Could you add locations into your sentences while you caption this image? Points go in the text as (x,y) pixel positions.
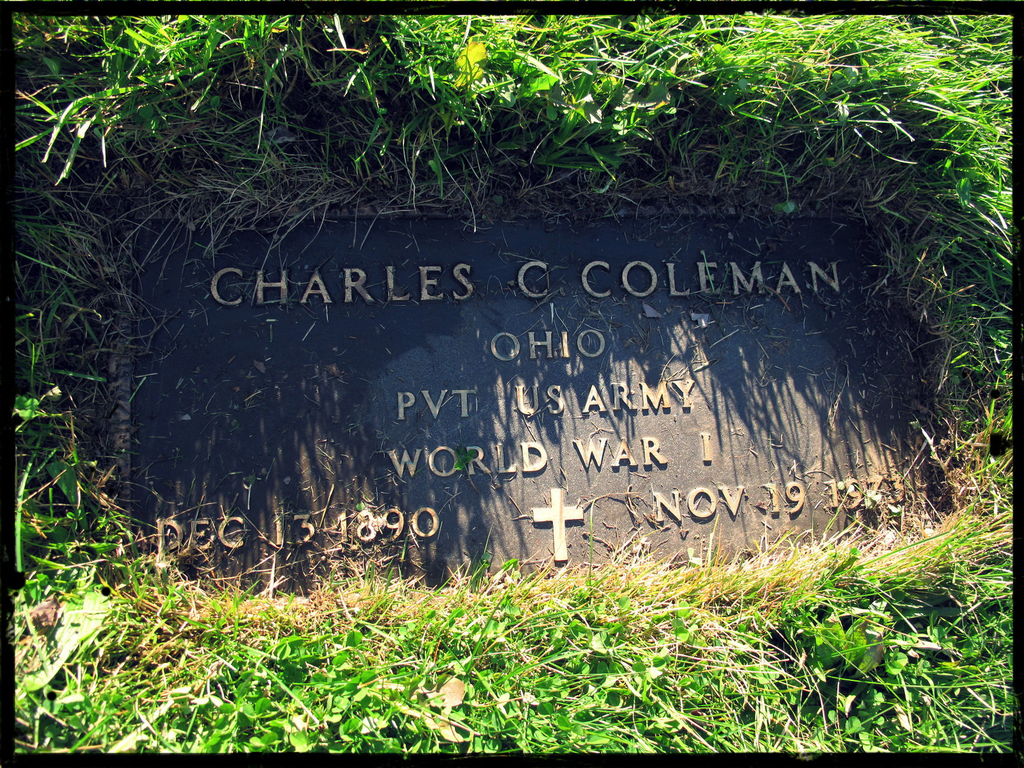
Here we can see a board (451,397) and around it there is a grass (98,261).
